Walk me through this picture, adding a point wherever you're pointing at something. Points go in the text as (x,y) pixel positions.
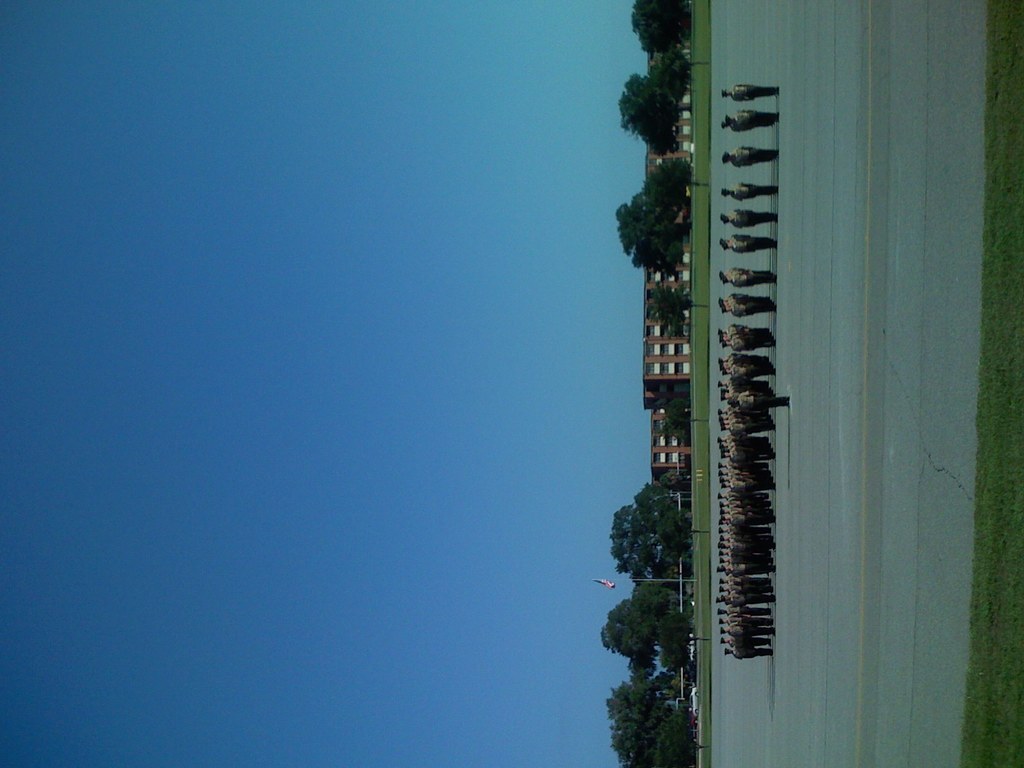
On the right side (724,155), there are persons (730,338) in uniform (747,572), standing in the rows on a road (768,106). Beside this road (910,475), there is grass (970,681) on the ground (993,473). In the background (655,600), there are trees (664,543), buildings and there is blue sky (426,332).
